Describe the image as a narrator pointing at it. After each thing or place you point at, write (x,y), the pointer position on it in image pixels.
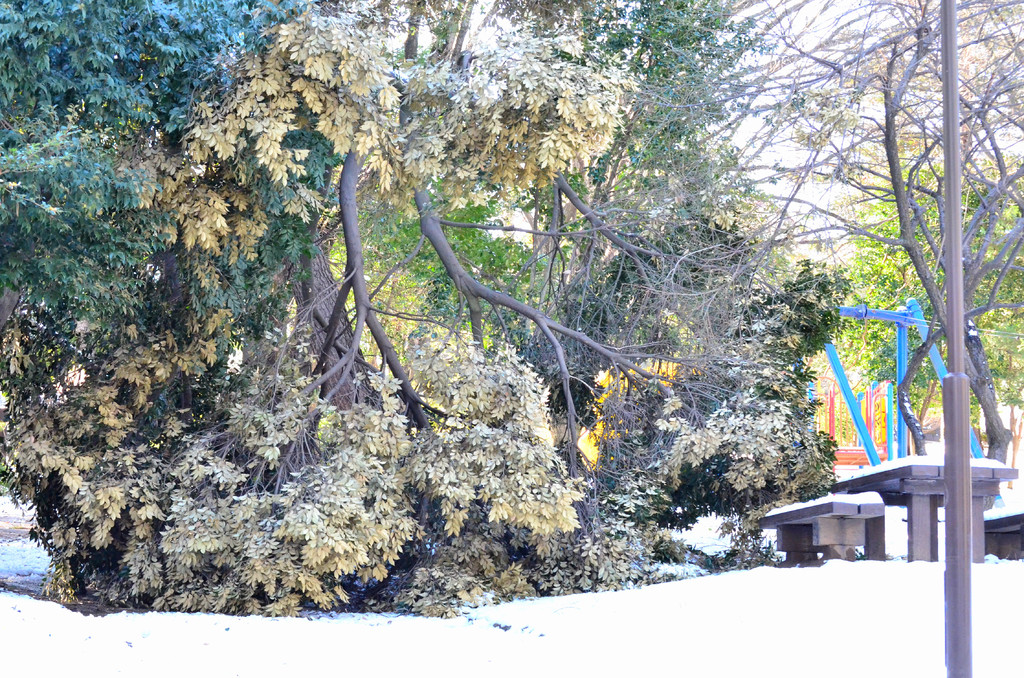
In the image there are many trees (661,330) on the snow land (264,636) with a pole (958,195) on the right side (960,346) and behind there is table (886,491) and bench (1020,541).
